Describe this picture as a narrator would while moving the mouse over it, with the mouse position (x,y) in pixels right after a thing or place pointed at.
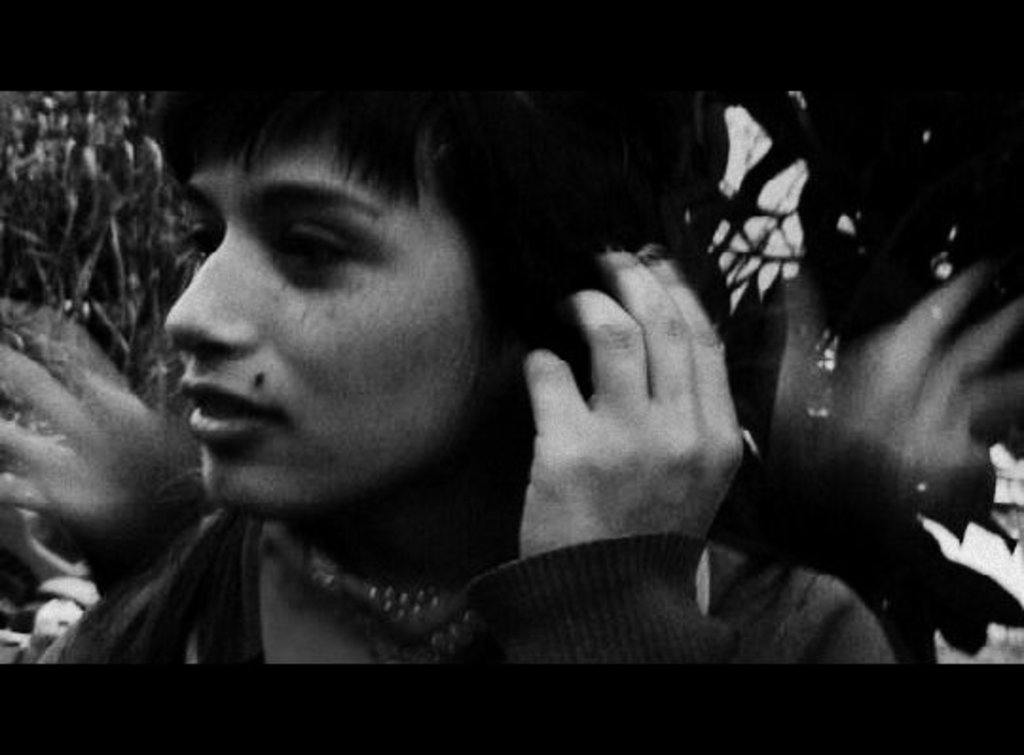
In this image I can see a woman (352,491). This picture is black and white in color.
